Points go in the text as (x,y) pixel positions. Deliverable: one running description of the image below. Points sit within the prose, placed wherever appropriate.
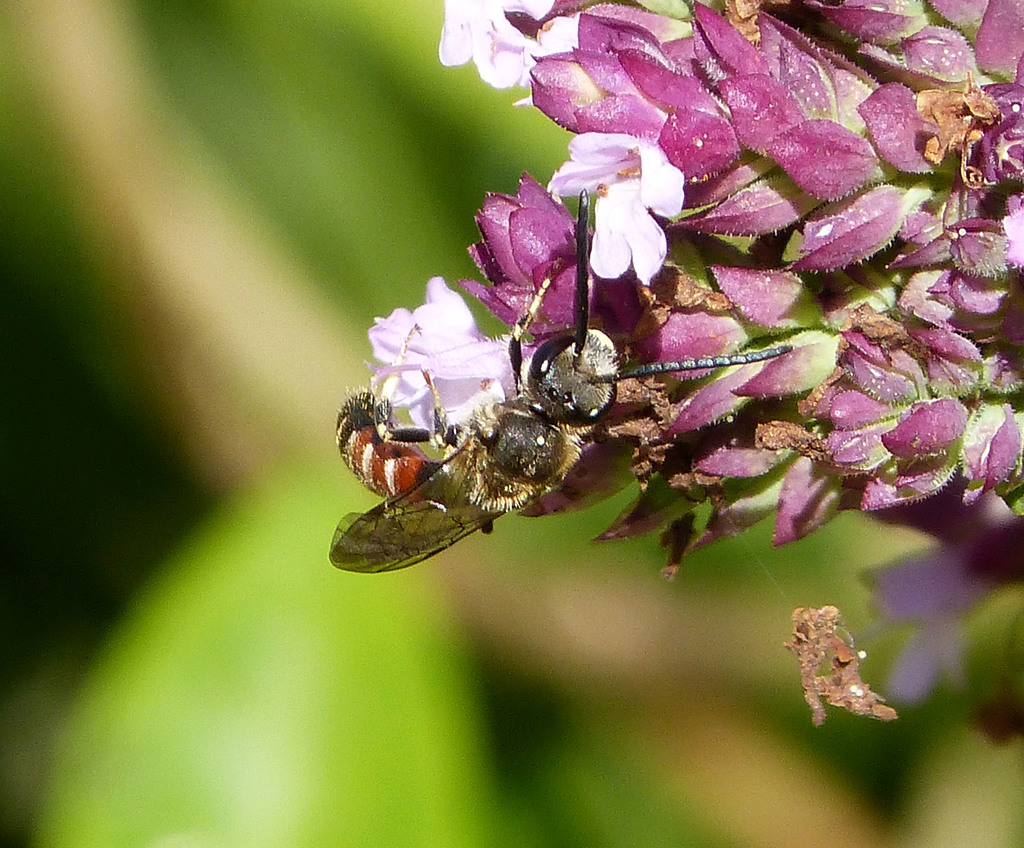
In this image I can see a insect (538,387) which is orange, white, black and brown in color is on a flower (453,377) which is pink in color and I can see the green and black colored blurry background (378,110).
